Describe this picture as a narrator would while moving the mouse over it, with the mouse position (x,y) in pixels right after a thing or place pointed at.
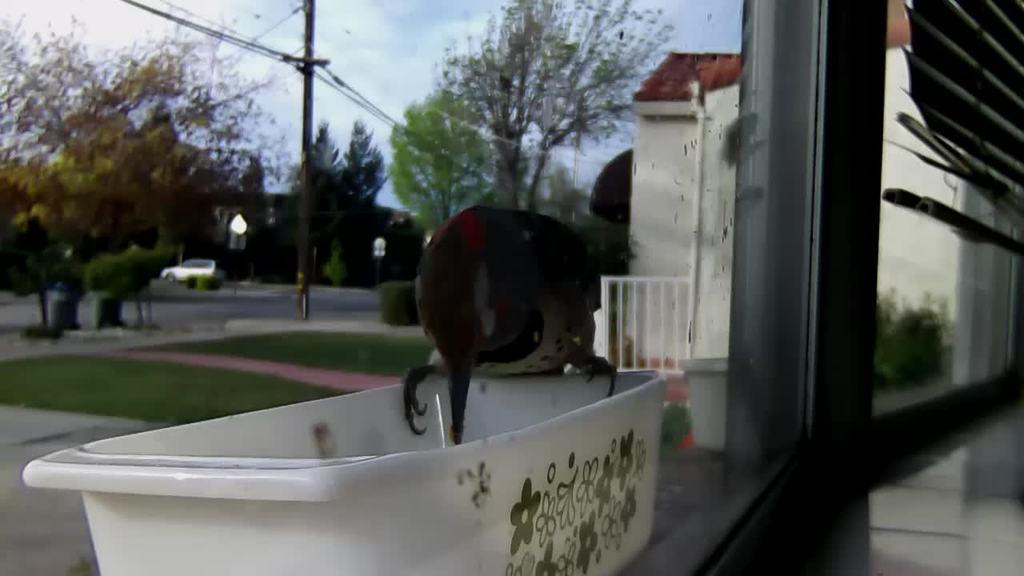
In front of the picture, we see a tub (313,514) in white color. Beside that, we see a bird (552,320). Behind that, we see a glass (705,265) from which we can see the electric pole (306,277), wires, trees (253,145), grass (159,415) and garbage bins (48,304). We even see the car (190,265) is moving on the road (272,298). Beside that, we see the trees (355,247) and a building (264,218). On the right side (861,165), we see the glass window (956,246) from which we can see the shrubs (903,331), white building (710,211), trees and a railing (630,294). At the top (390,28), we see the sky (348,33).
